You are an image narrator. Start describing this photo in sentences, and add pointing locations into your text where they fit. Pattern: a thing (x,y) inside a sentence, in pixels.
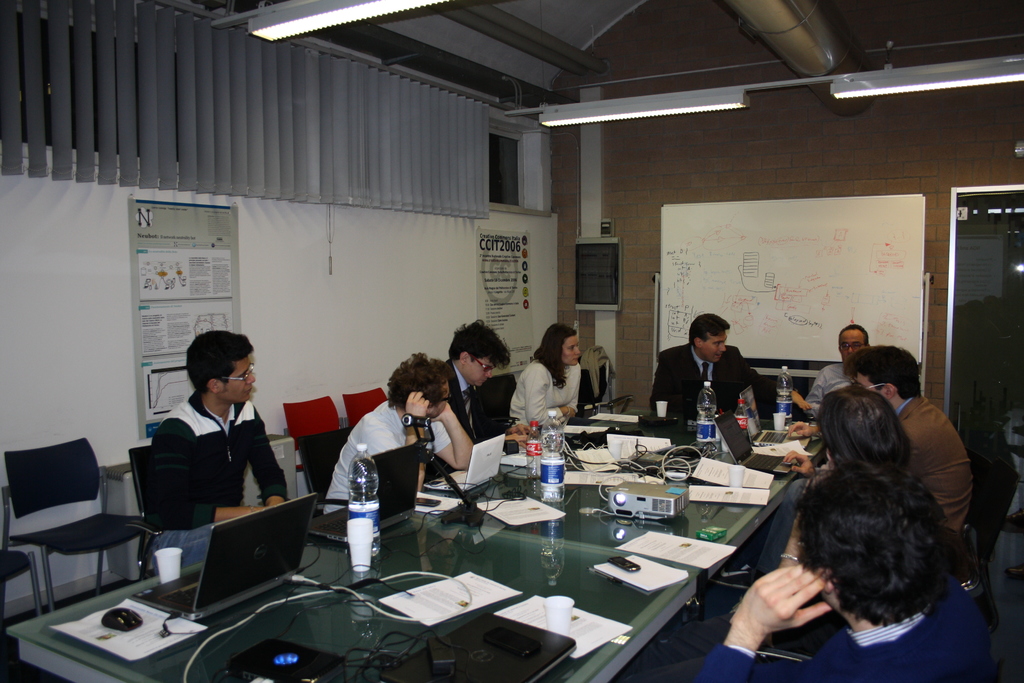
This picture shows few people (864,659) seated on the chairs (984,615) and we see cups (361,521), Water bottles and papers (126,649) and few laptops (742,457) on the table (334,547) and we see lights (855,86) to the roof (553,21) and a white board (712,248) and couple of posters (500,296) on the wall (439,275) and we see few empty chairs (88,507) on the back (66,509).
